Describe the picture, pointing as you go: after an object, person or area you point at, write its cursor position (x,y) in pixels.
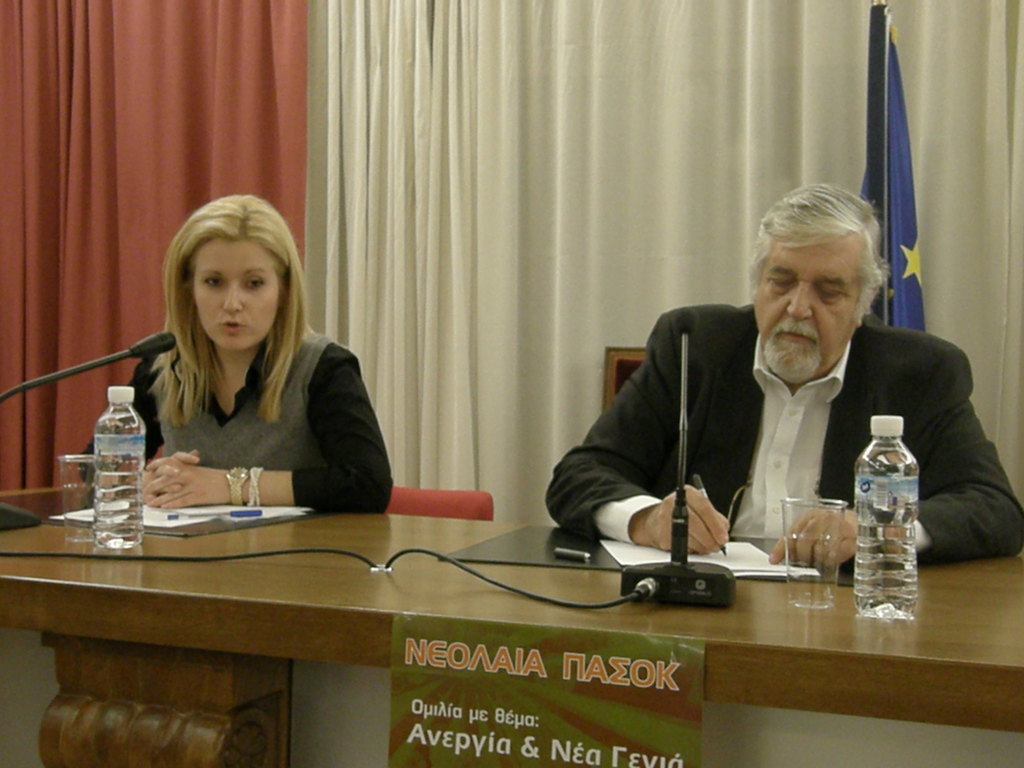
In this image we can see a person (975,415) sitting on a chair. He is on the right side (780,504) and he is writing something on a paper (763,556). There is a woman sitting on a chair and she is on the left side (206,338). She is speaking on a microphone (157,354). This is a wooden table (340,564) where a water bottle (133,537), papers (205,508) and glasses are kept on it. In the background (554,191) we can see curtains (480,100) and a flag (875,117).
